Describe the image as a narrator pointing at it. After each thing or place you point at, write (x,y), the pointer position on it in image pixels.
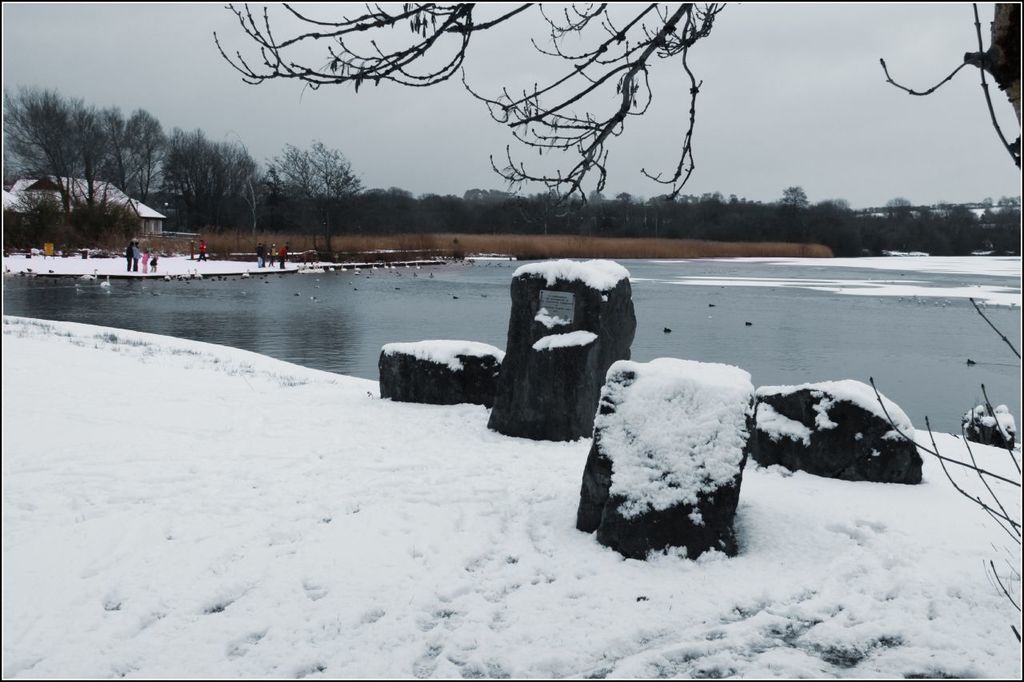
In this image there is snow (371,463) in the middle (395,454). Beside the snow (263,484) there is water (384,304). In the background (595,206) there are trees (397,191). At the top (199,61) there is the sky (193,66). There are few people (144,259) standing on the snow (99,259) in the background (204,242). On the right side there are tree branches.
